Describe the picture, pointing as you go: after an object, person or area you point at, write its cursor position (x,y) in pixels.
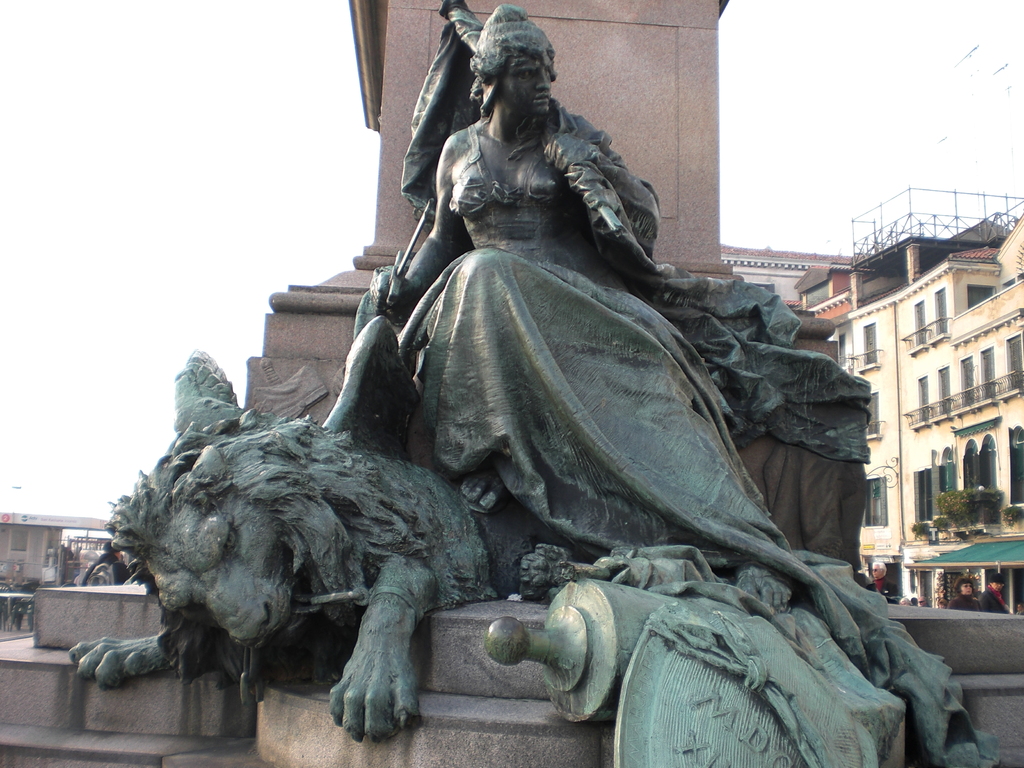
In the background (862,27) we can see the sky (775,29), buildings (980,480), windows (974,453), plants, people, pillar (700,15) and few objects (1019,565). In this picture we can see the statue (248,633) of a woman (650,188) and an animal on a pedestal (559,729).
